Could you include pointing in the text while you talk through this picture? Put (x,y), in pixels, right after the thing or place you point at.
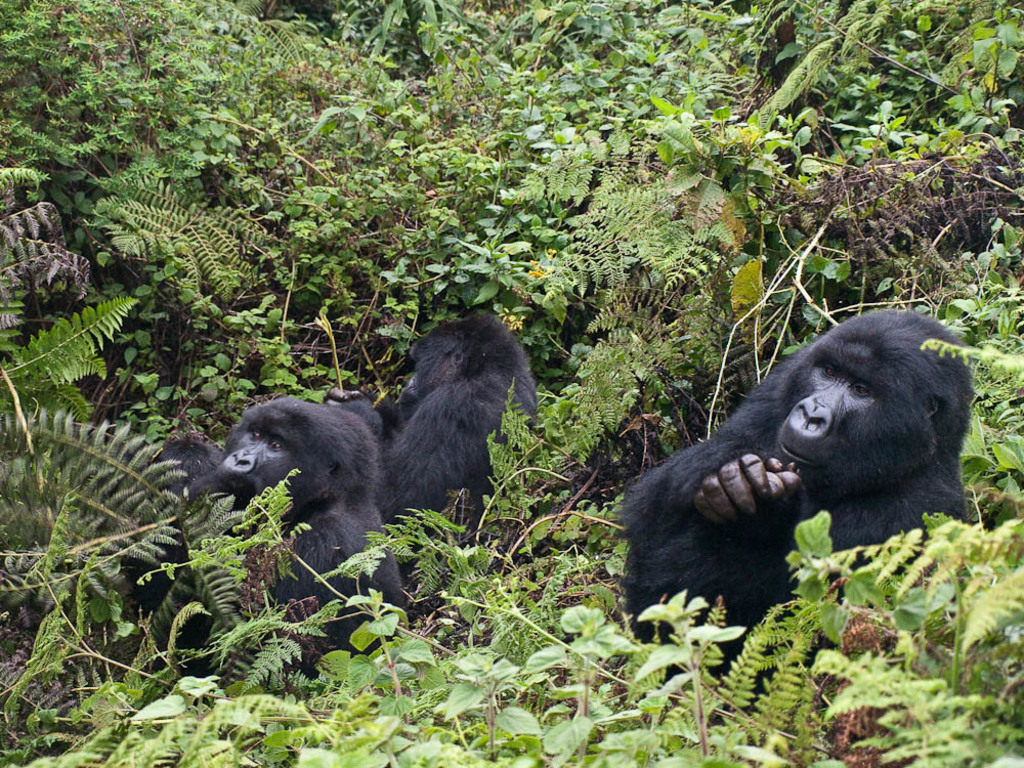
This picture might be taken from the forest (456,581). In this image, in the middle (371,504), we can see three animals (398,569). In the background (440,312), we can see some trees (455,260) and plants (357,162).
